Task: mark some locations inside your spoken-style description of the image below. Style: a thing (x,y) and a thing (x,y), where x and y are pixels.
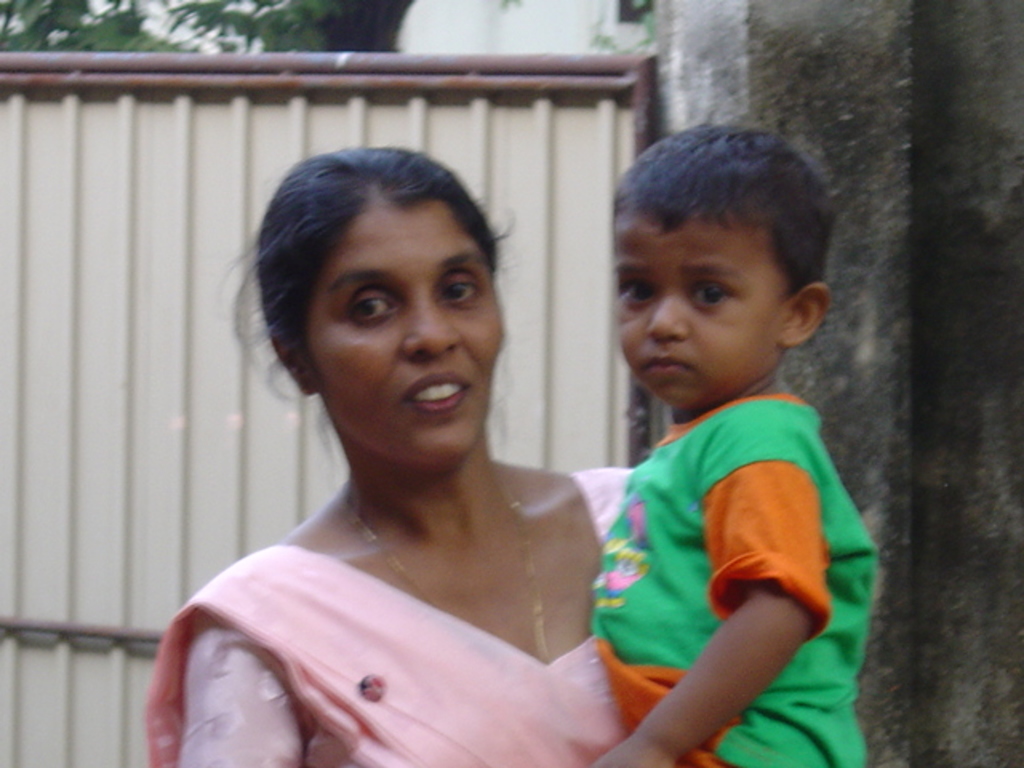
In the center of the image (475,436) we can see a lady (333,298) is standing and holding a kid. In the background of the image (982,265) we can see the wall (957,259), gate (6,329). At the top of the image (298,48) we can see the trees (314,34).
